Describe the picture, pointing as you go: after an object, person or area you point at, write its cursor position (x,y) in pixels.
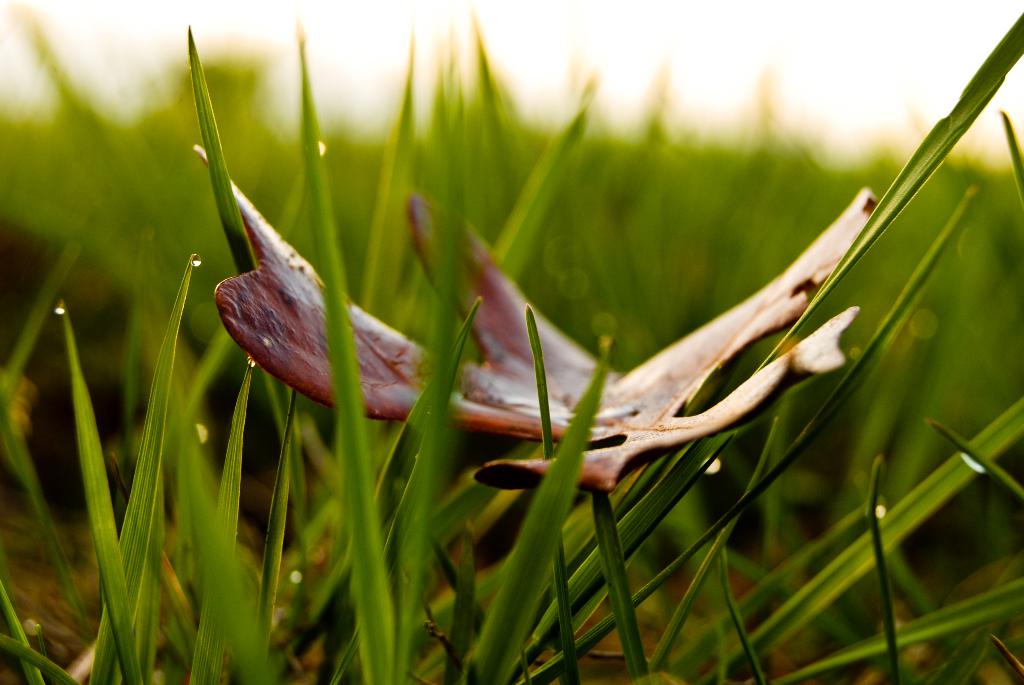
In this picture I can see grass (550,208), there is a leaf (792,268), and there is blur background (663,25).
